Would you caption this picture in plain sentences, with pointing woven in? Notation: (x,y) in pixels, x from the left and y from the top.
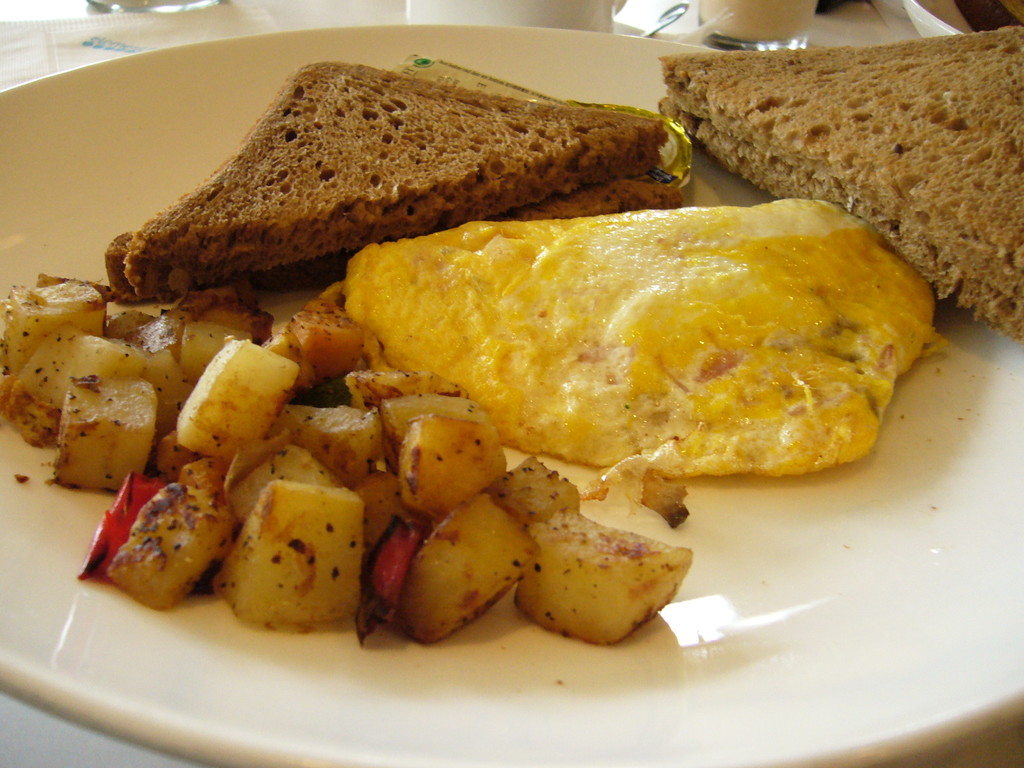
In the center of the image (478,279) we can see bread (563,208) and food (450,605) on plate (726,649) placed on the table (52,723).
